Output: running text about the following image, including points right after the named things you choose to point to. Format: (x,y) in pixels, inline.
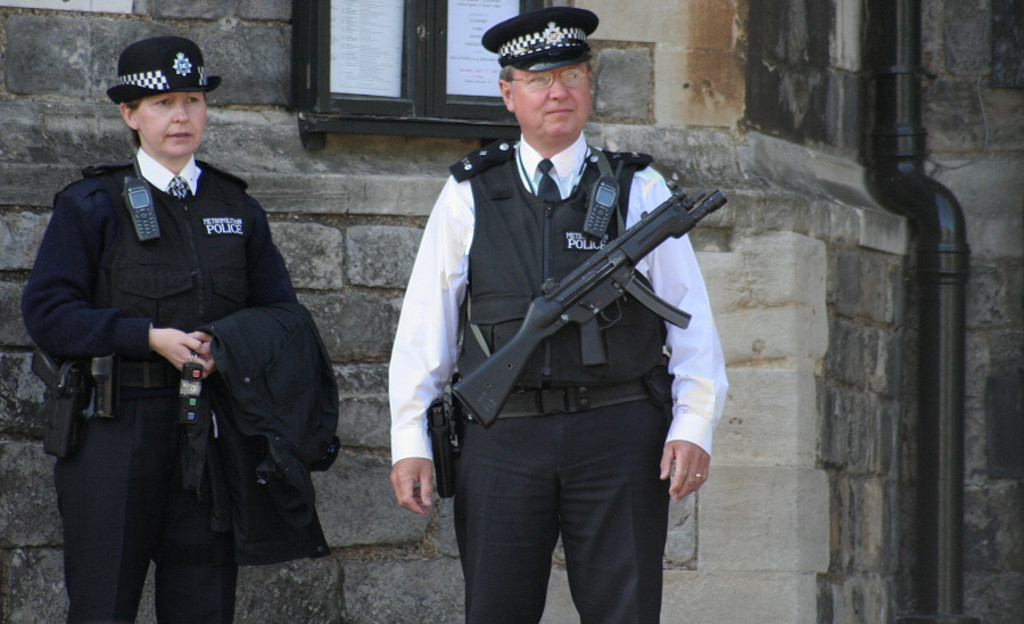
In this image, there are two persons (178,225) wearing clothes (576,371) and standing in front of the wall (374,491). The person (185,312) who is on the left side of the image (187,338) holding a gadget (191,388) with her hands (200,344). There is a window (402,127) at the top of the image (428,84). There is a pipe (937,332) on the right side of the image (926,319).
